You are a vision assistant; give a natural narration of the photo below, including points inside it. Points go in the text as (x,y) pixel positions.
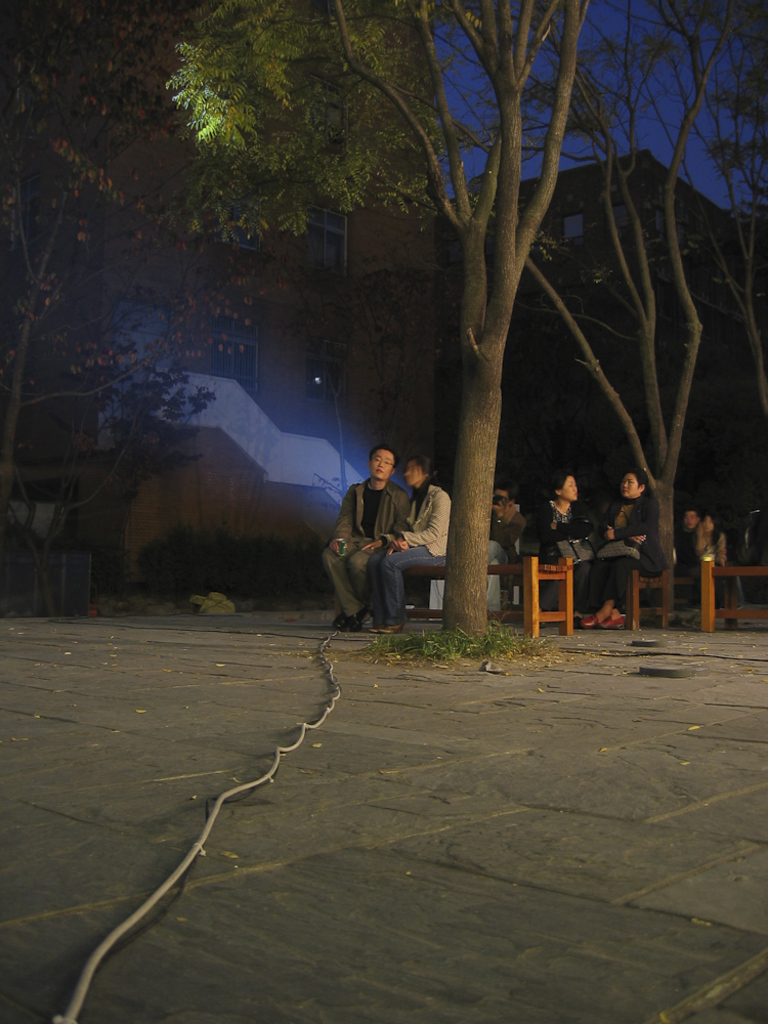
In the center of the image (400,561) we can see some people (576,520) are sitting on the chairs (555,584) and some of them are carrying bags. In the background of the image (767,312) we can see the trees (468,507), building (711,320). At the bottom of the image (317,861) we can see the floor (390,883), pipe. At the top of the image (706,110) we can see the sky (462,113).
